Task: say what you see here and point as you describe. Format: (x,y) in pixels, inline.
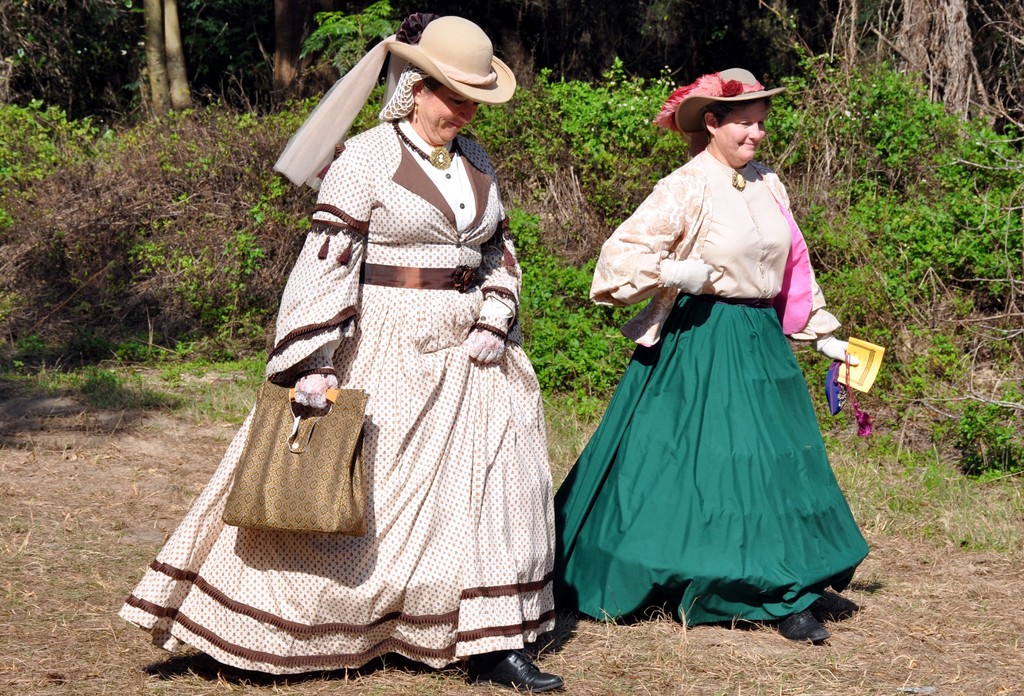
In this image there are two persons (728,167) with hats (476,71) are walking, and in the background (112,181) there are plants (20,60).
